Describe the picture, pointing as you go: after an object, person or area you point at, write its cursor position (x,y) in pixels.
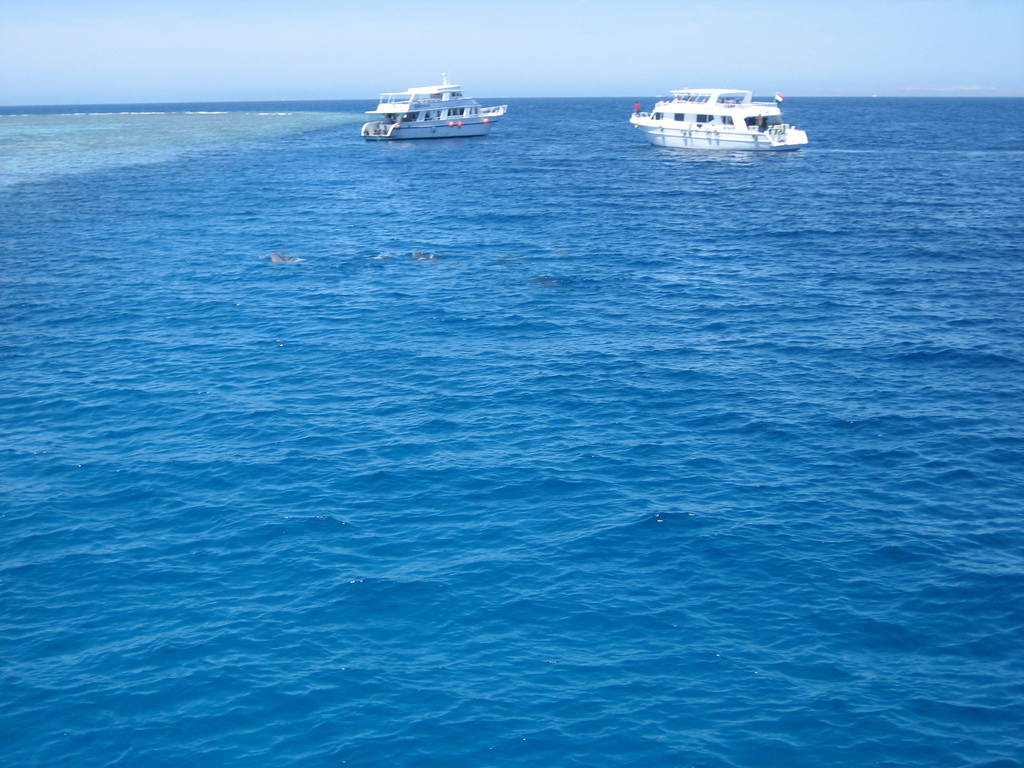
In this picture there are two ships (698,144) on the water (614,366). At the top (527,25) there is sky (547,32). At the bottom (583,577) there is water (615,466).
